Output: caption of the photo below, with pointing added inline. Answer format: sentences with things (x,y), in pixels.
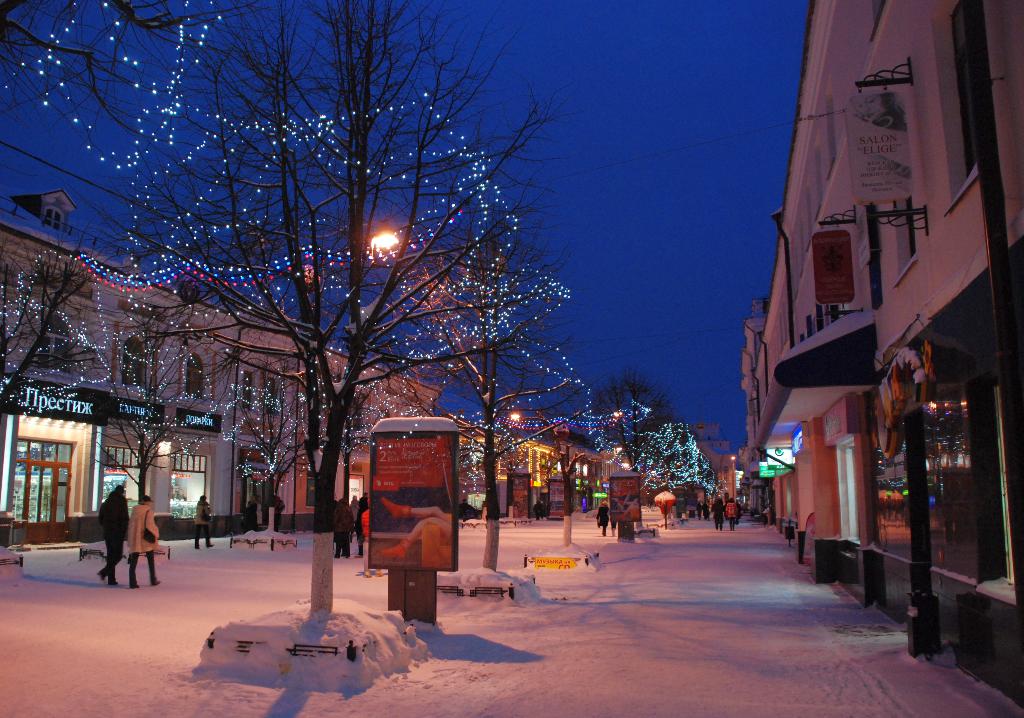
In this picture we can see there are groups of people (116,528), street lights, snow (511,538) and boards (557,488). There are trees (496,505) with decorative lights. On the left (100,392) and right side of the image (951,420), there are buildings (970,427) with name boards (87,390). At the top of the image (566,48), there is the sky (384,270).
